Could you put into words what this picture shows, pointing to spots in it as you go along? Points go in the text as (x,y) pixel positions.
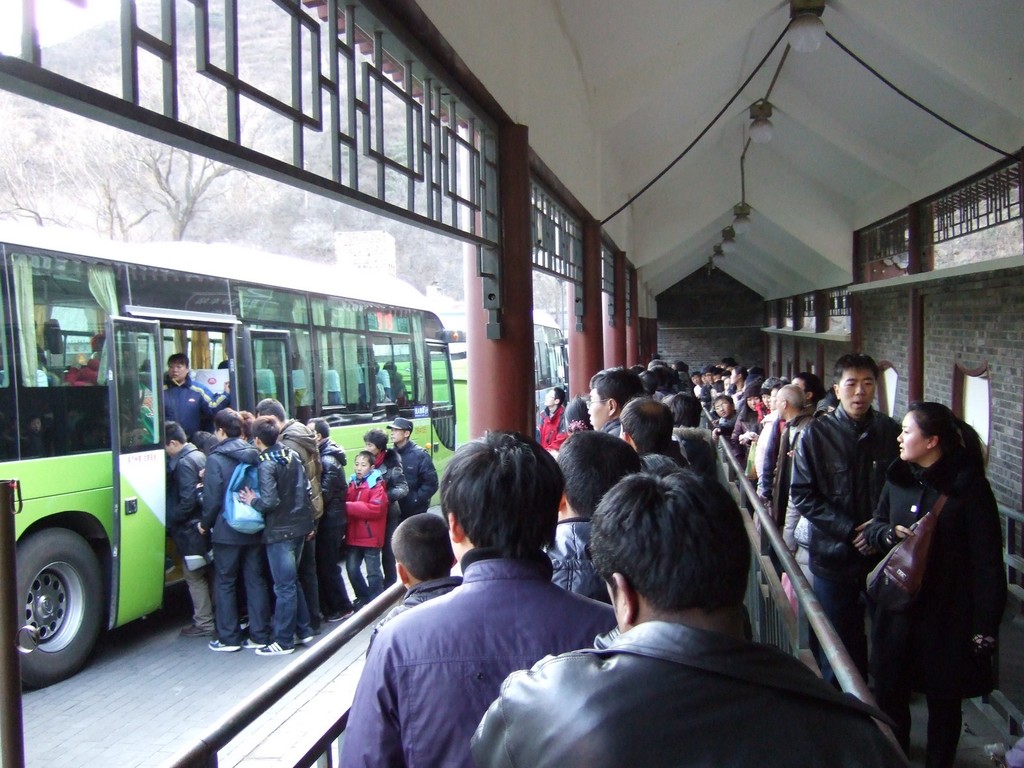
This image consists of a bus (139,400) on the left side (116,352). There are trees (214,181) at the top (30,191). There are some persons (650,520) on the right side (741,447). There are lights (720,244) at the top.
